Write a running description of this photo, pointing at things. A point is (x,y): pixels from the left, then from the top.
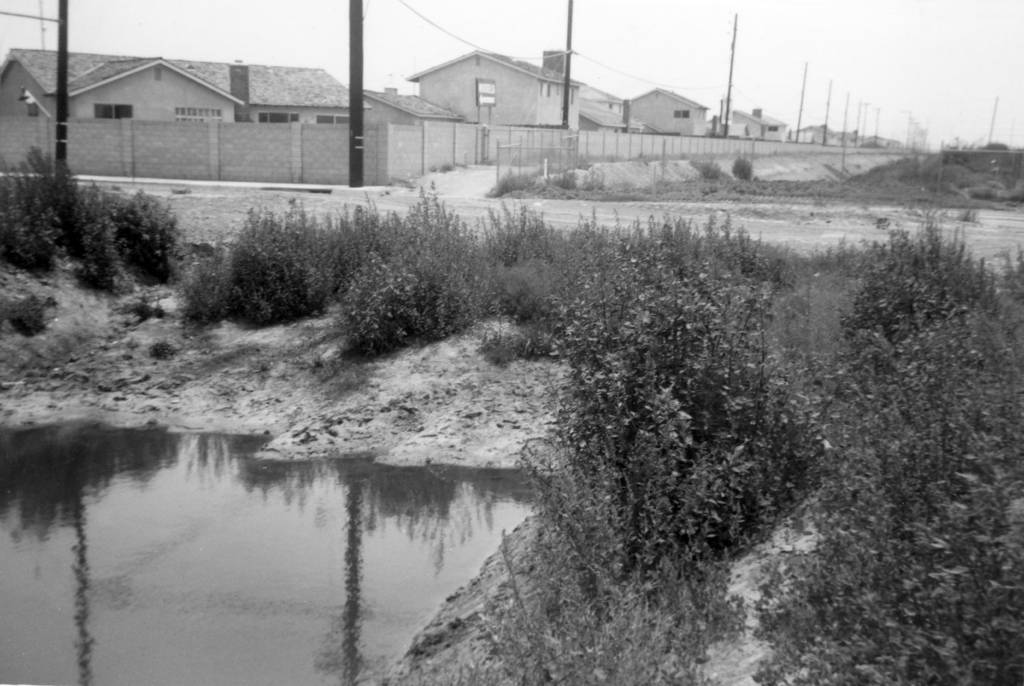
This picture is in black and white. In the left bottom of the picture (202,560), we see water (221,586) and this water (143,604) might be in the pond (253,615). Beside that, we see trees (722,416). In the background (81,110), we see buildings (523,97), electric poles (354,10) and street lights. There are trees (409,292) in the background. At the top of the picture (746,99), we see the sky (617,35).
